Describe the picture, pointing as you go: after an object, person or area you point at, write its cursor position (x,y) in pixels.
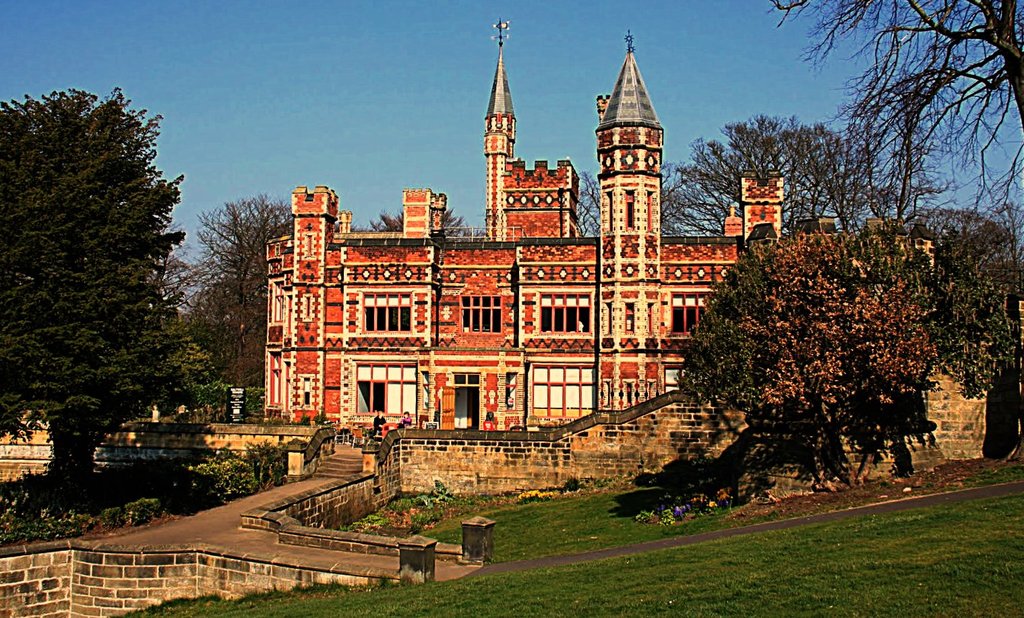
In this image there is a building (523,327), in front of the building (426,412) there are two people (381,432), around the building (402,382) there are trees (115,349) and there is a display board (232,413).
